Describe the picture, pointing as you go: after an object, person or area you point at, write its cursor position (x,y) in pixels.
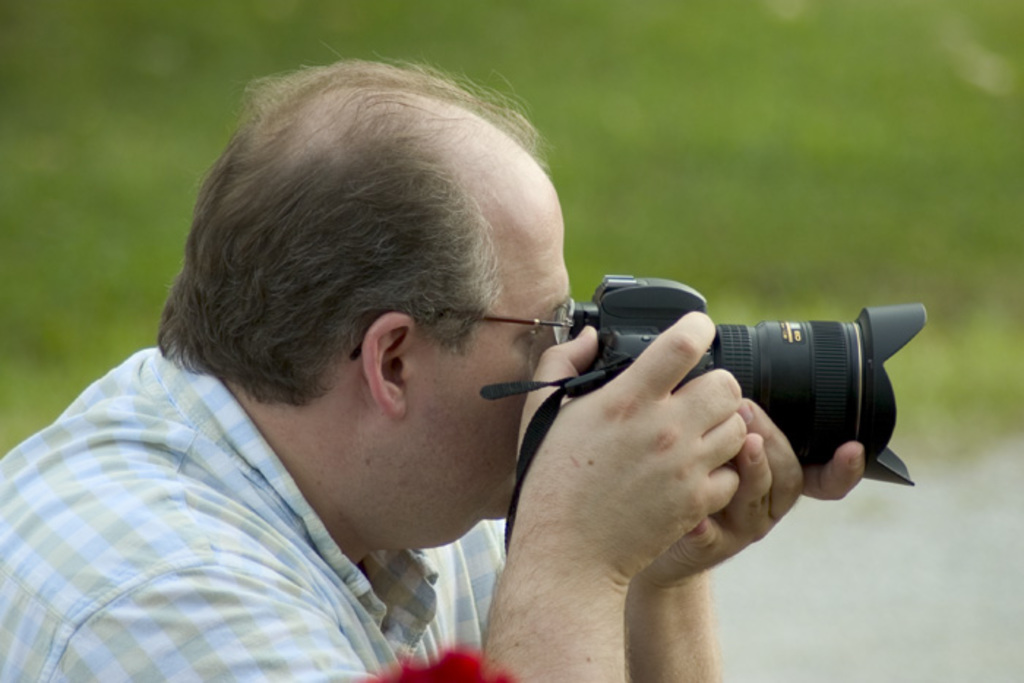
In this image I see a man (685,336) who is holding the camera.
